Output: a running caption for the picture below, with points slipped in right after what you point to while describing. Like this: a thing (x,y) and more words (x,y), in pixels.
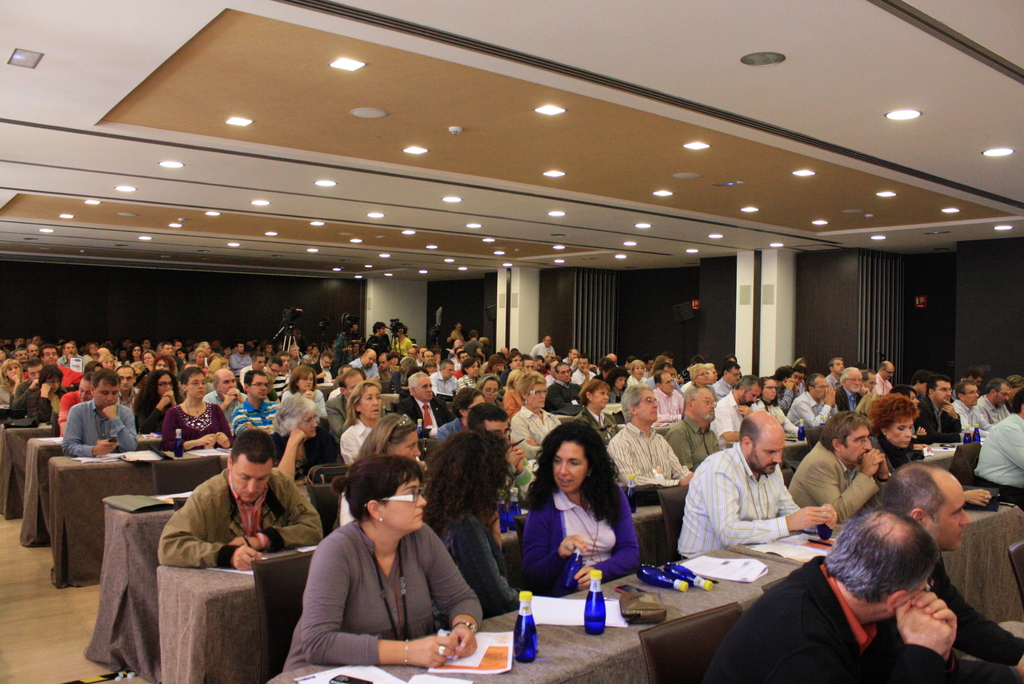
There are many people (470,456) in the image. In the middle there is a table (569,636) on that table (647,591) there are many bottles (604,606) and papers (552,607), table (723,599) is covered with a cloth (676,608). In the background (276,298) there are cameras (319,324), wall (162,312), pillar (513,315) and light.
